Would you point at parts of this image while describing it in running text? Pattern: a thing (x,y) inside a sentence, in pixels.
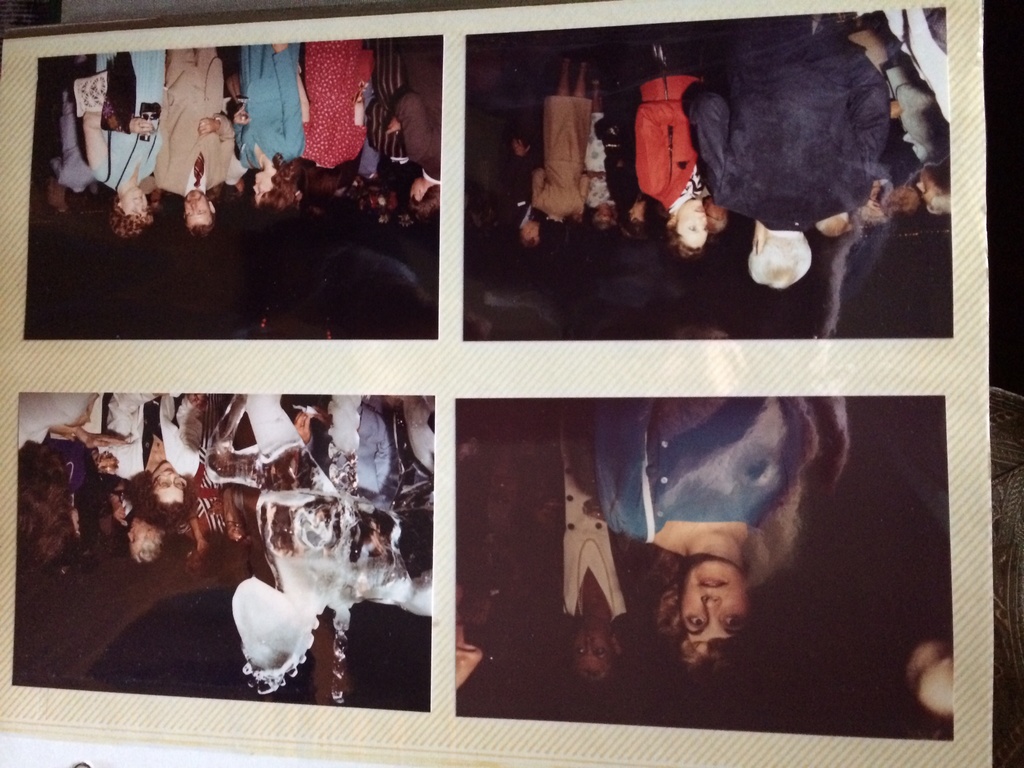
It is the picture of an album (511,757) and the album (463,288) has four photographs (276,207).
